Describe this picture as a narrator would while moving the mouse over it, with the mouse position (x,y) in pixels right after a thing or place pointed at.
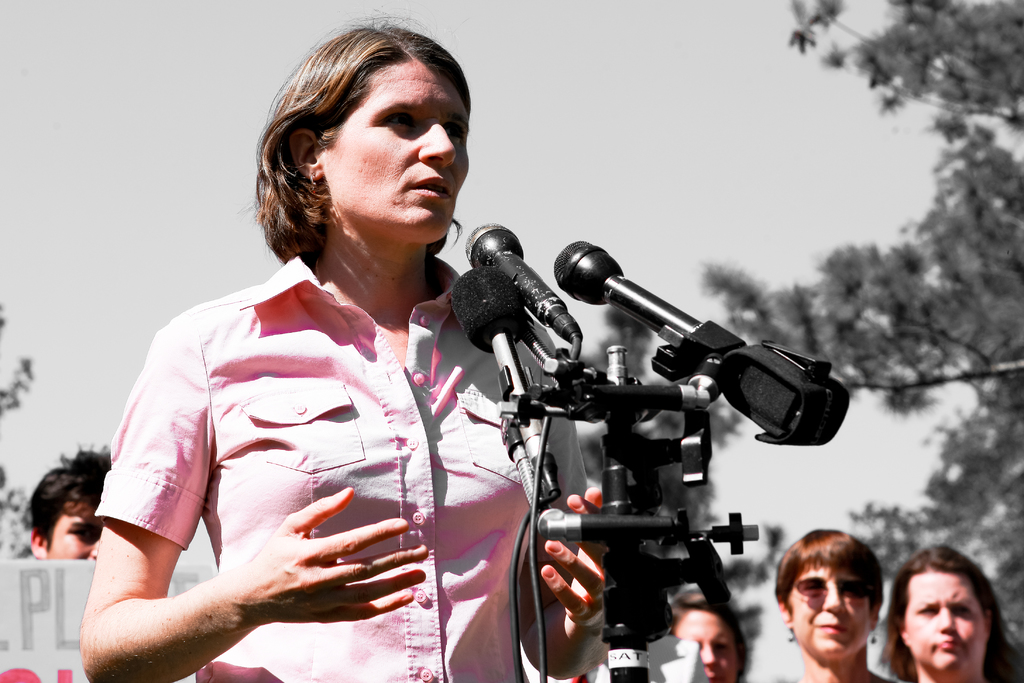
In this image I can see the person (424,330) standing in front of few microphones (536,277). In the background (978,646) I can see group of people (925,659) standing and I can also see few trees (794,287) and the sky (675,174) is in white color.
